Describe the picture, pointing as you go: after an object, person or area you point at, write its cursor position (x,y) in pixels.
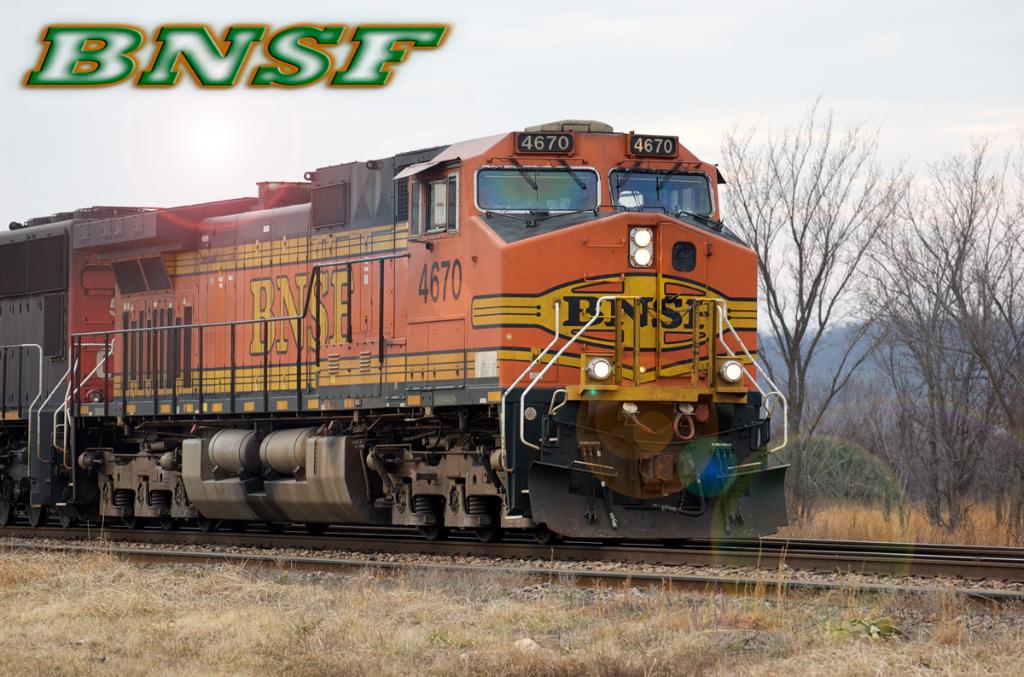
This picture shows a train (373,483) on the railway track (922,546) and we see trees (807,371) and grass (493,609) on the ground (507,623) and we see text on the top left corner of the picture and we see a cloudy sky (575,70).
